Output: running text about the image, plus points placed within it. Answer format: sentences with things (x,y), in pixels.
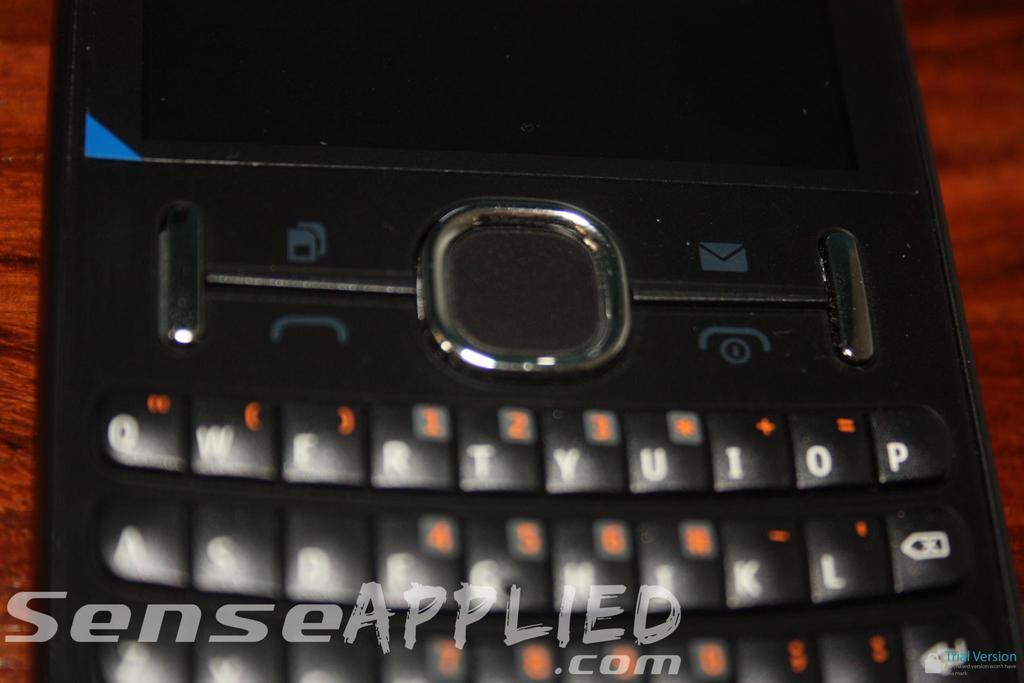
In this image I can see a mobile (710,326) placed on a wooden surface (992,185). On the key buttons (434,445), I can see the letters (397,465) and numbers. At the bottom of this image (235,623) there is some edited text (235,623).
